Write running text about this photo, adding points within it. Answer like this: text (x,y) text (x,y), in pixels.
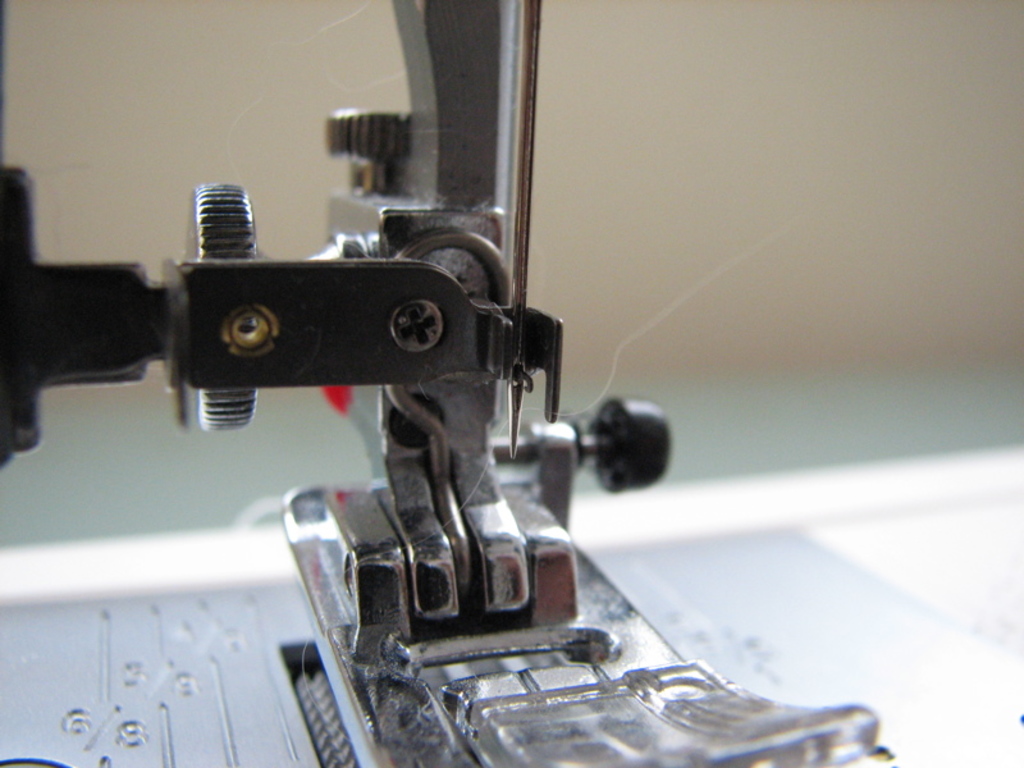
In this picture we can see the sewing machine (377,378) and to the machine (394,329), there is a sewing needle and a screw (410,316). Behind the sewing machine (240,284), there is a blurred background (124,126).
